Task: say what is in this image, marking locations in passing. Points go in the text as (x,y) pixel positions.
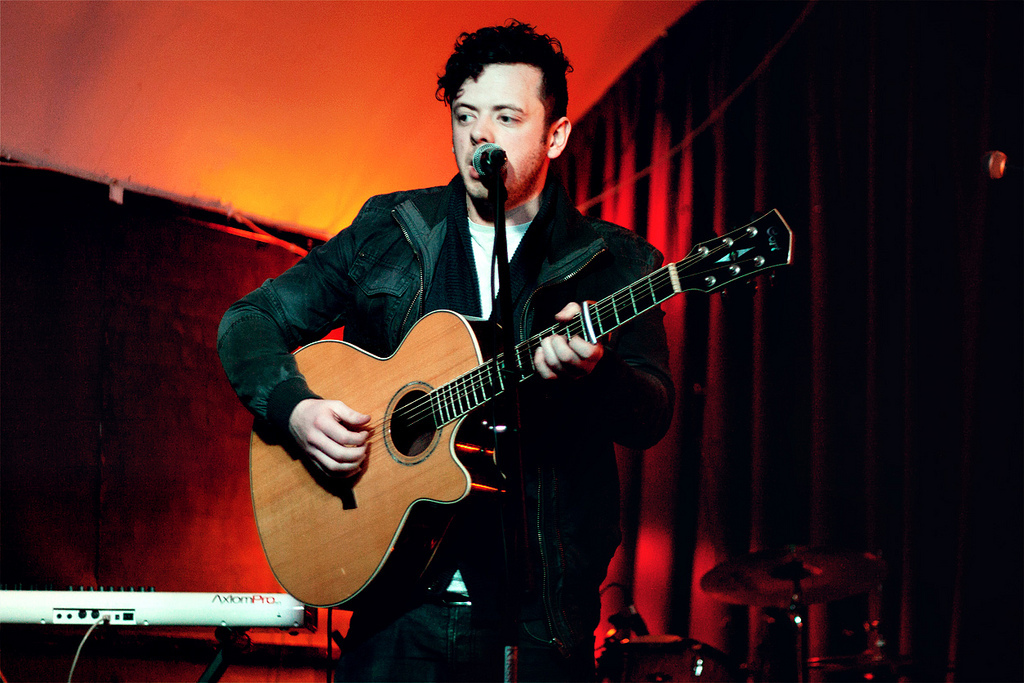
in this Picture we can see a boy (436,285) wearing a jacket (402,243) and playing a guitar (434,465) and singing in the microphone (488,172). Behind Him there is a drum kit (761,577) and piano (182,612) with stand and red curtain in the back (226,630).
